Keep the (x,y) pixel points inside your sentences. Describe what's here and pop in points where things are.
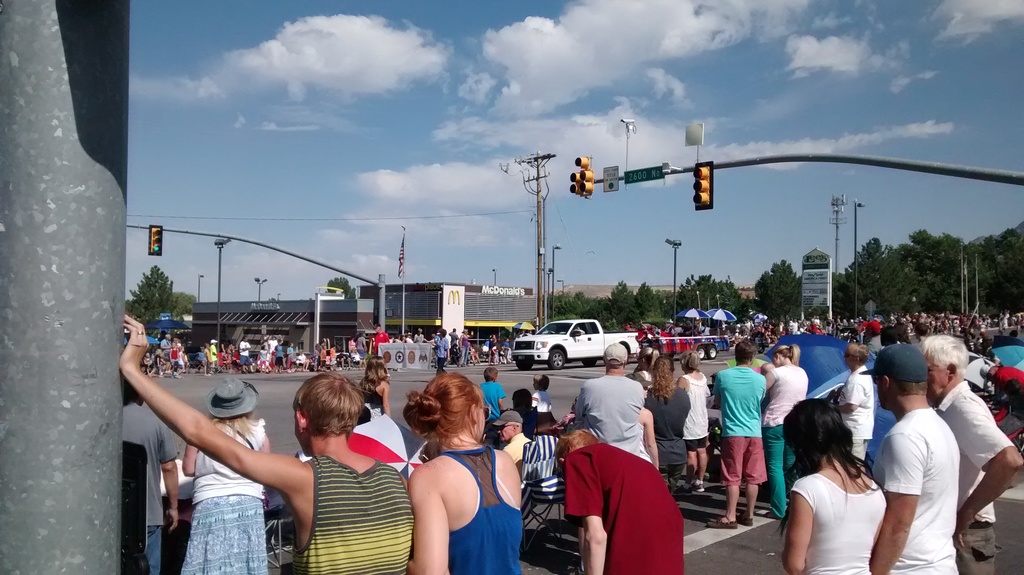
Here people (497,394) are standing, this is car (556,347), these are trees (864,301), this is sky (494,161).
